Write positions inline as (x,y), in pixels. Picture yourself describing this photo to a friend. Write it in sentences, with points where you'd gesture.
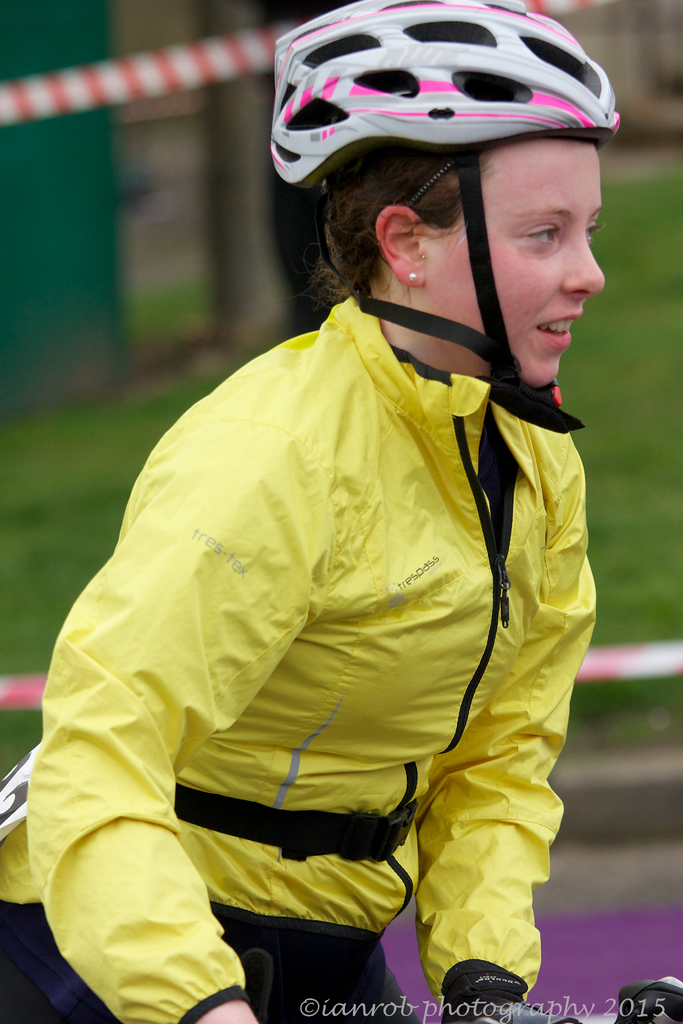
In this image we can see a woman (399,691) wearing yellow color jacket (430,676) and helmet (527,95). The background of the image (93,510) is blurred, where we can see grass (117,423) and ropes (155,74) here.
